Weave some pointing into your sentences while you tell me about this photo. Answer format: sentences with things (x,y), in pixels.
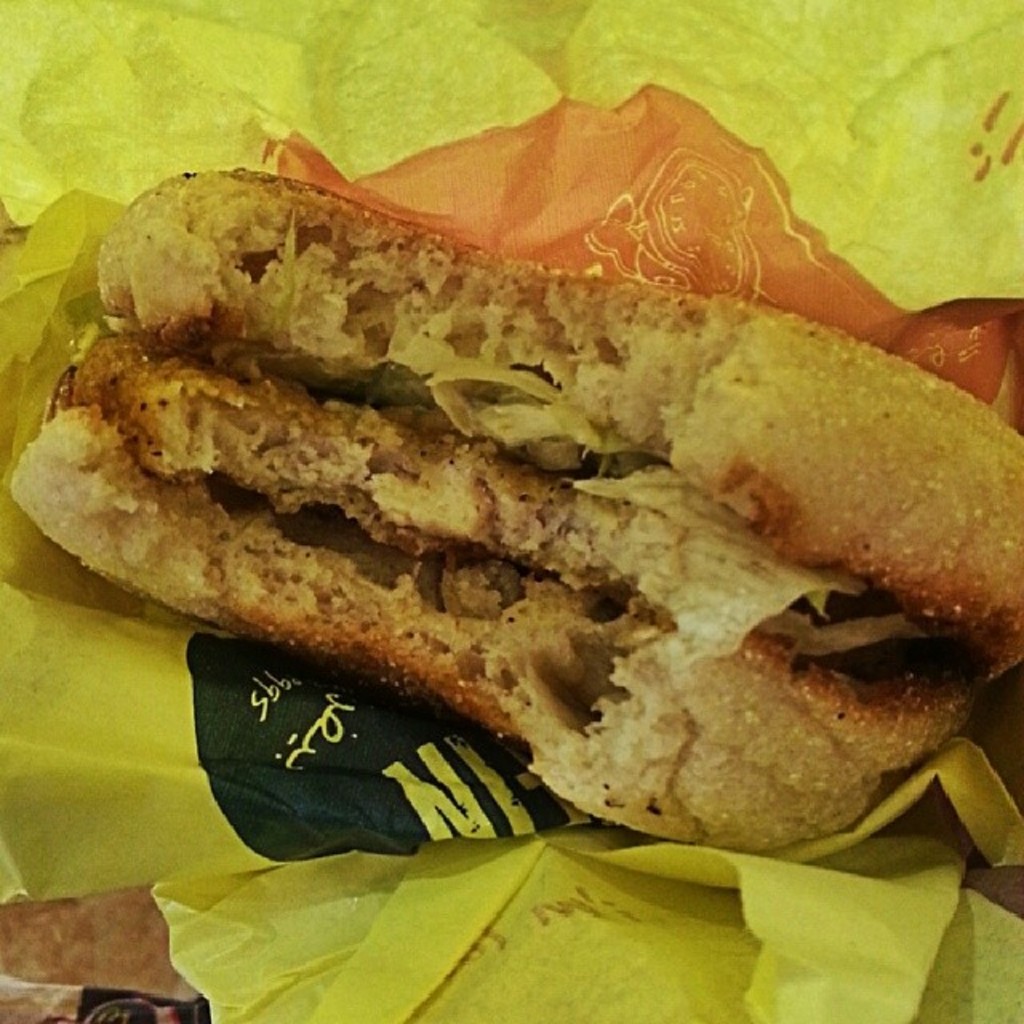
In the center of the image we can see the yellow color paper (845,154). On the paper (808,134), we can see some food items (615,410). At the bottom left side of the image (120,1004), we can see some object (120,1004).
